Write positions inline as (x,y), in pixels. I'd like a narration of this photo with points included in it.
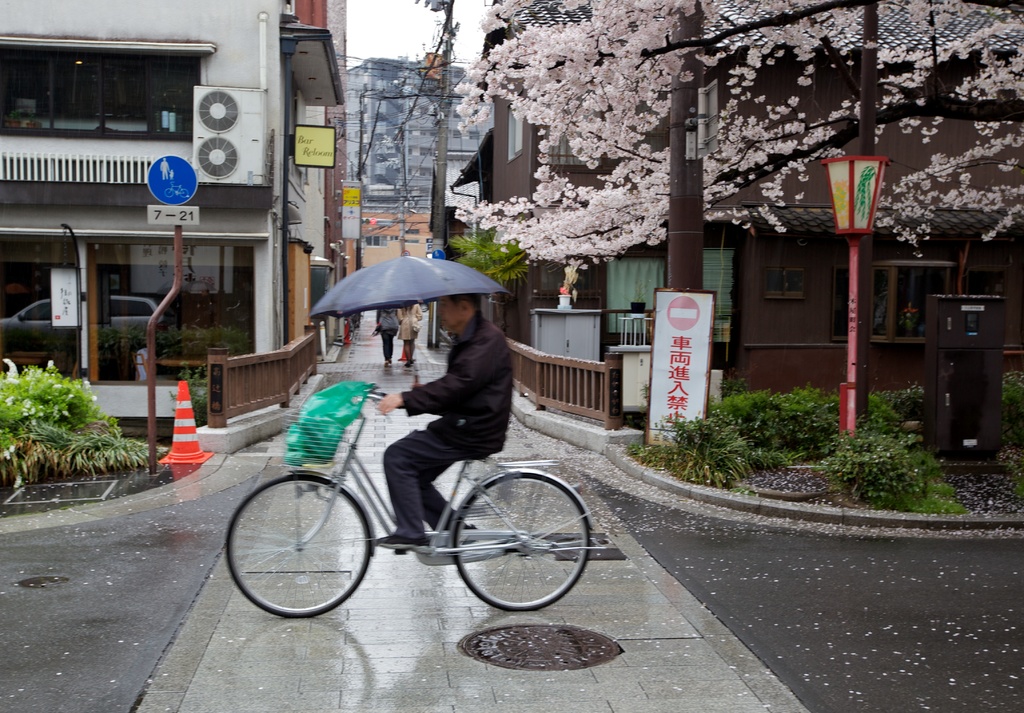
In the image we can see there is a man (453,395) who is sitting on bicycle (465,509) and there is a green colour cover (321,427) in the basket (312,435) of a bicycle (384,545). Beside there are buildings (415,184), there are trees (724,114) and plants (692,467) in the area (195,478). There is traffic cone (191,435) which is kept in the corner of the road (209,482) and there are people (400,325) who are standing on the road (358,358). The man (461,307) is holding umbrella (395,277), at the back (443,235) there is an electric light pole (448,40).
